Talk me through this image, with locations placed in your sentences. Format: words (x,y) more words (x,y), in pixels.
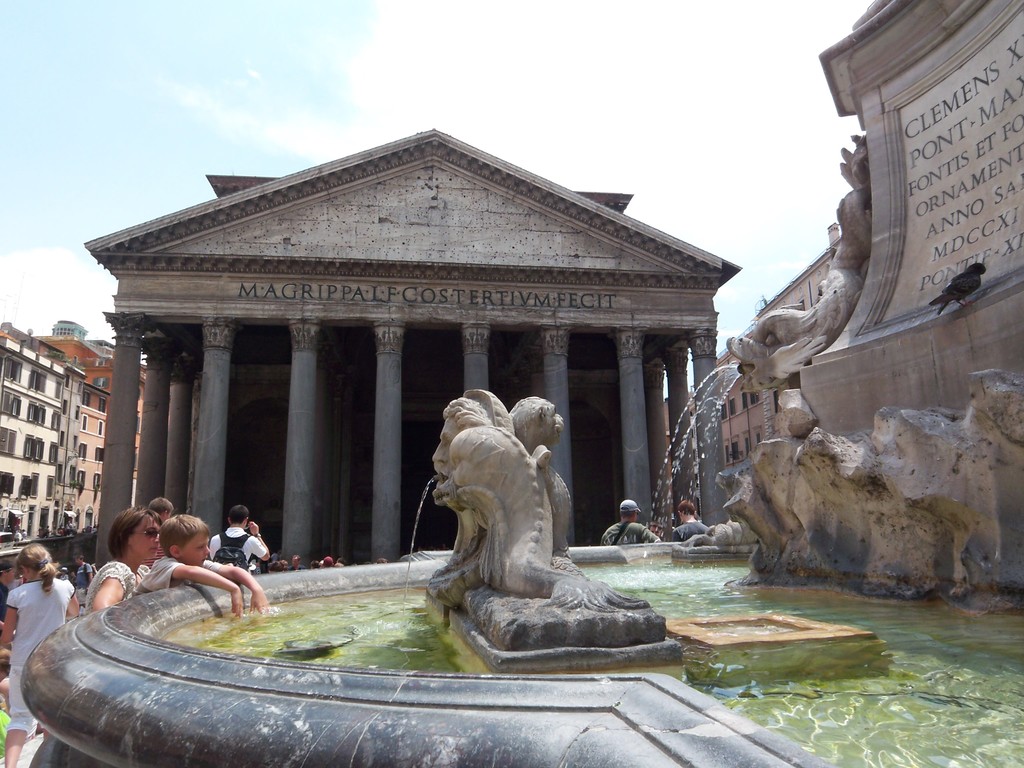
This image is taken outdoors. At the top of the image (84,120) there is the sky (118,116) with clouds (567,85). At the bottom of the image (501,681) there is a fountain (720,663) with water (932,705) and there are a few sculptures (468,491). On the right side of the image (882,376) there is a rock (899,223) with a few sculptures (842,327) and there is a text (965,140) on the rock (944,177). On the left side of the image (61,399) there are two buildings (44,454) with walls (44,469), windows (54,420), roofs (48,343) and doors (42,516). A few people (26,640) are standing and a few (57,588) are walking. In the middle of the image (379,328) there is a building (304,383) with walls (329,211) and there are many pillars (325,437). There is a text (457,299) on the wall (489,285).
